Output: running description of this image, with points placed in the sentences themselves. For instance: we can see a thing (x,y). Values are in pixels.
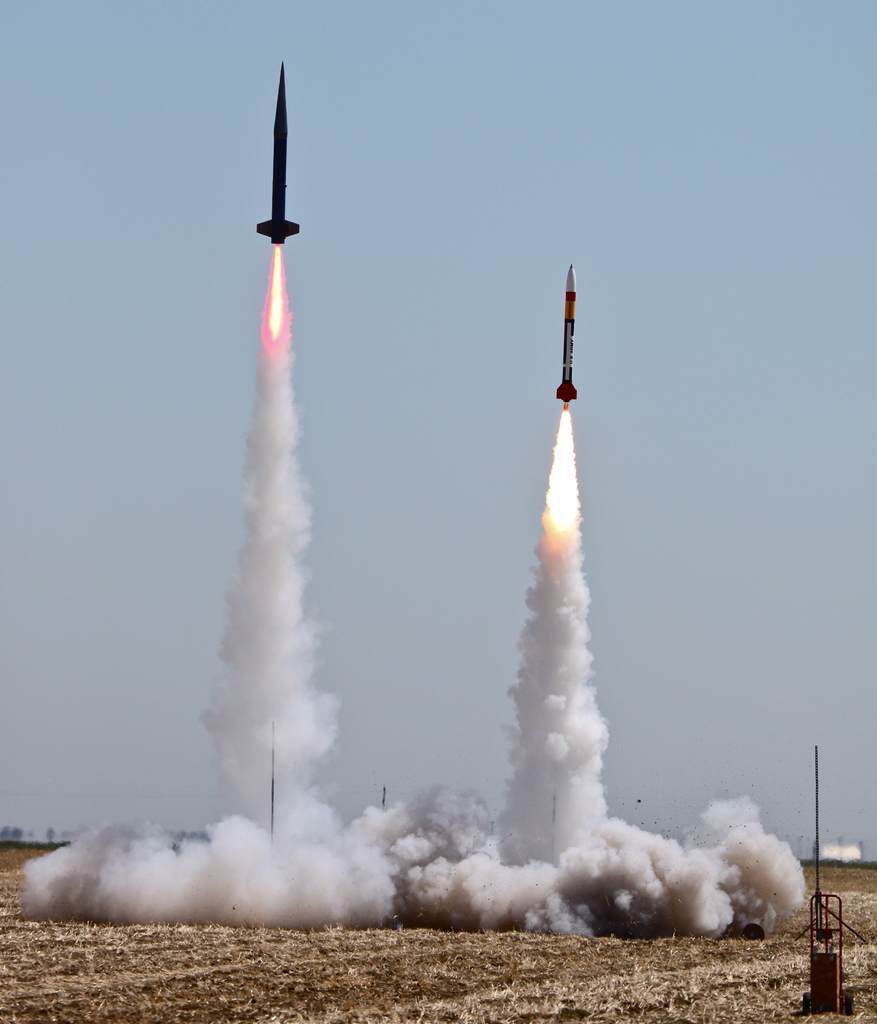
There are two rockets (571,386) flying in the air (547,403) and there is smoke (547,684) under it.
